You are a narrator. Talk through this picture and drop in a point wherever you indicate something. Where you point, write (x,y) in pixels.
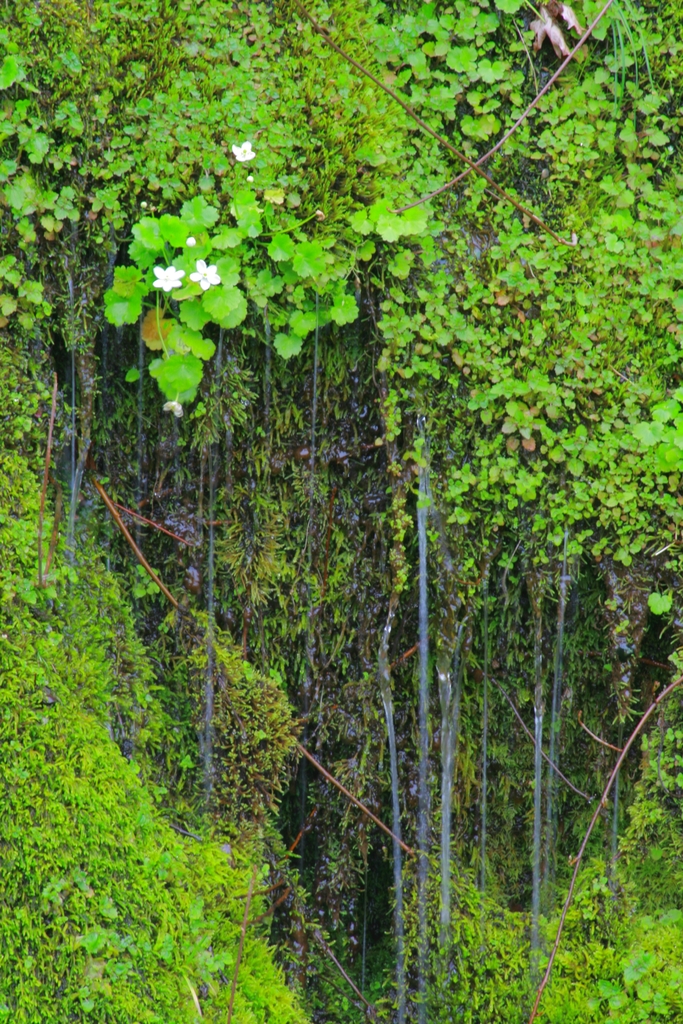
In this picture, we see plants (377,601) and few white colored flowers (180,285).
